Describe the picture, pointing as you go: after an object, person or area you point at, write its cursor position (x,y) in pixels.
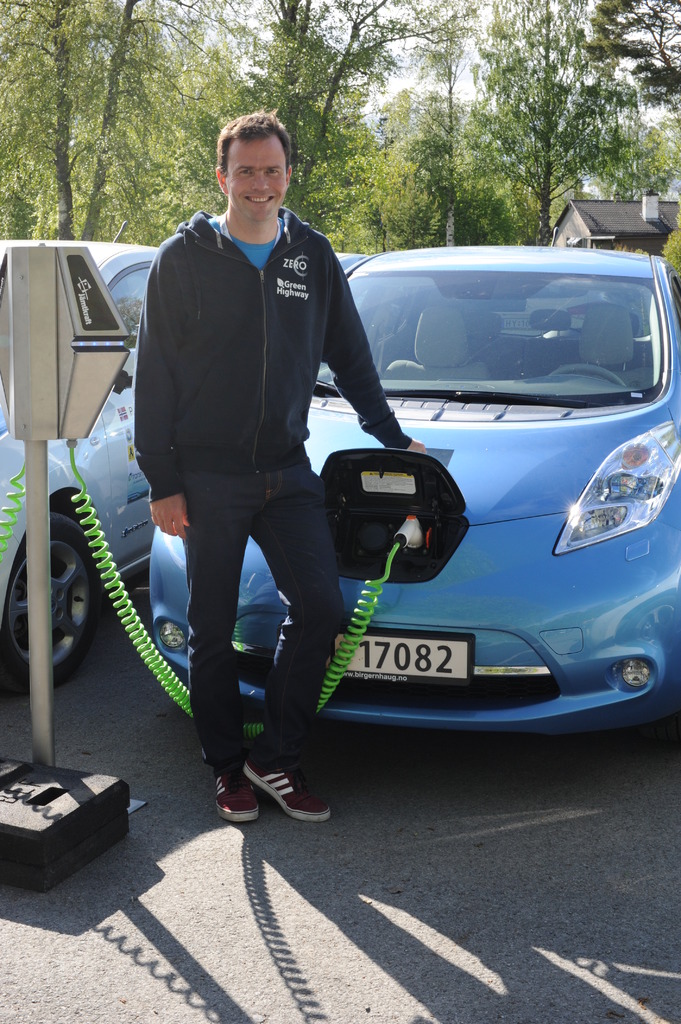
In this image, we can see a person (245,538) and a few vehicles (321,383). We can see the ground (235,837) and a house (587,233). We can also see some trees (513,41) and the sky (484,65). We can see a black colored object (61,812). We can see a pole (44,702) with some objects (25,424).
